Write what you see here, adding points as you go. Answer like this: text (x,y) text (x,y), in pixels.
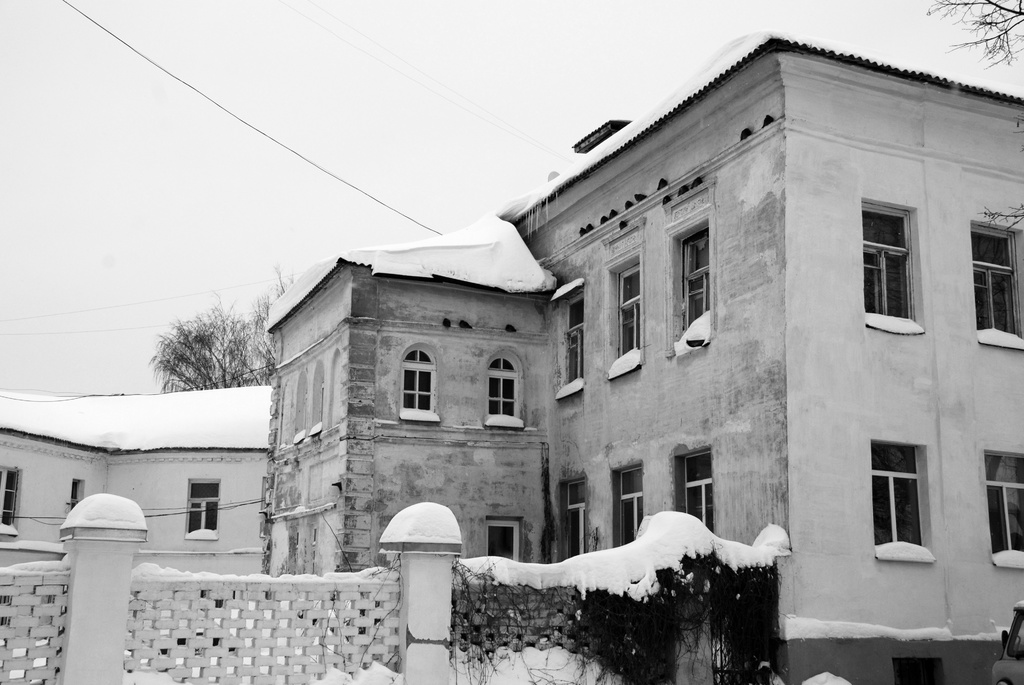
In this image at the bottom (322,489) there are some buildings (648,448) and snow (672,533), in the background (214,342) there are some trees (225,340) and wires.
